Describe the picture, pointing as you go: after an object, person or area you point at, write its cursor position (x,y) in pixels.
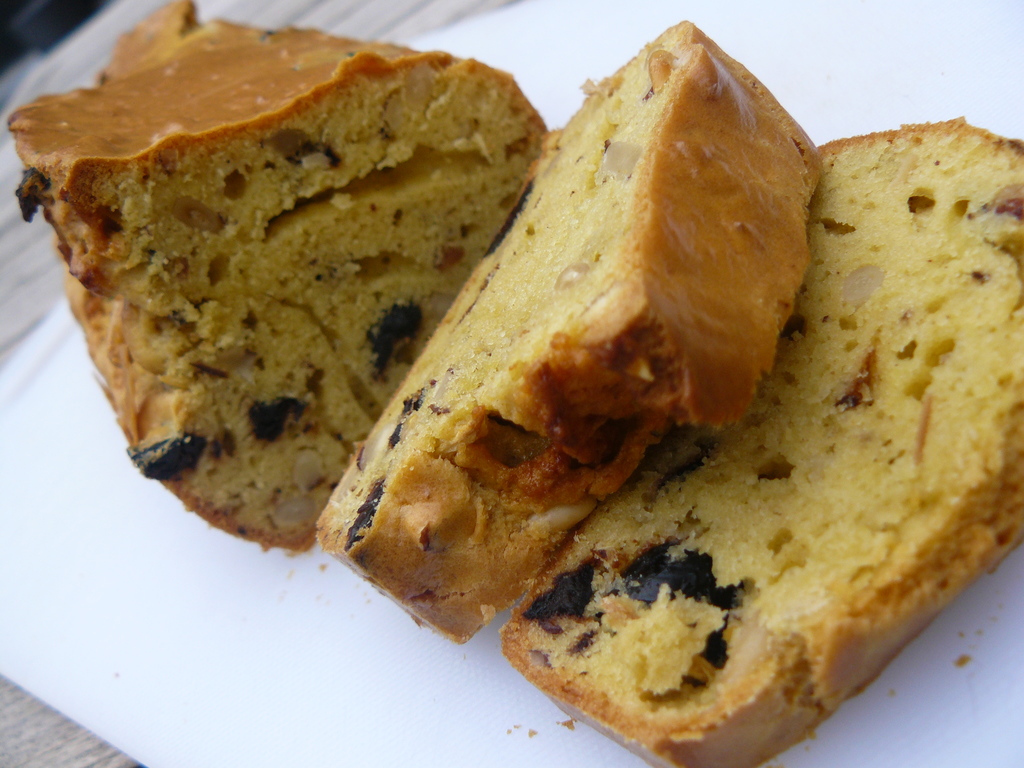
In this picture I can see food (691,326), looks like cake slices (732,596) and I can see a white color background (69,493).
